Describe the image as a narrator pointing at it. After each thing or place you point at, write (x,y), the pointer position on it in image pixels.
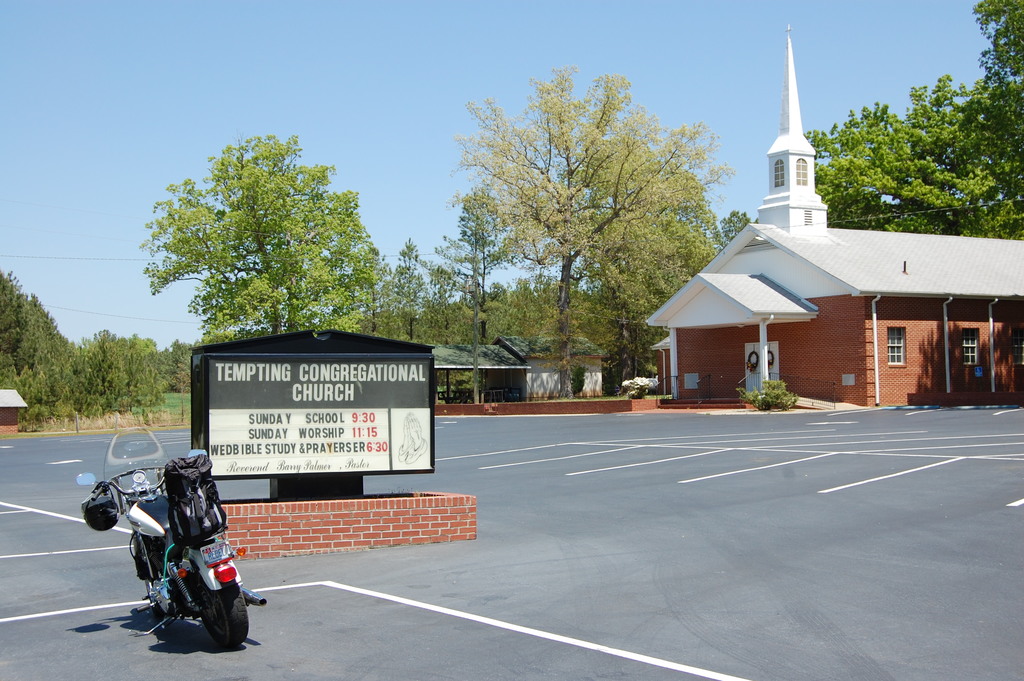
In this picture I can see building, trees (386,327) and the sky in the background (688,365). Here I can see a board (362,400) and white lines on the ground (495,649). On the left side (219,588) I can see a vehicle (234,627). on the ground (473,605).
